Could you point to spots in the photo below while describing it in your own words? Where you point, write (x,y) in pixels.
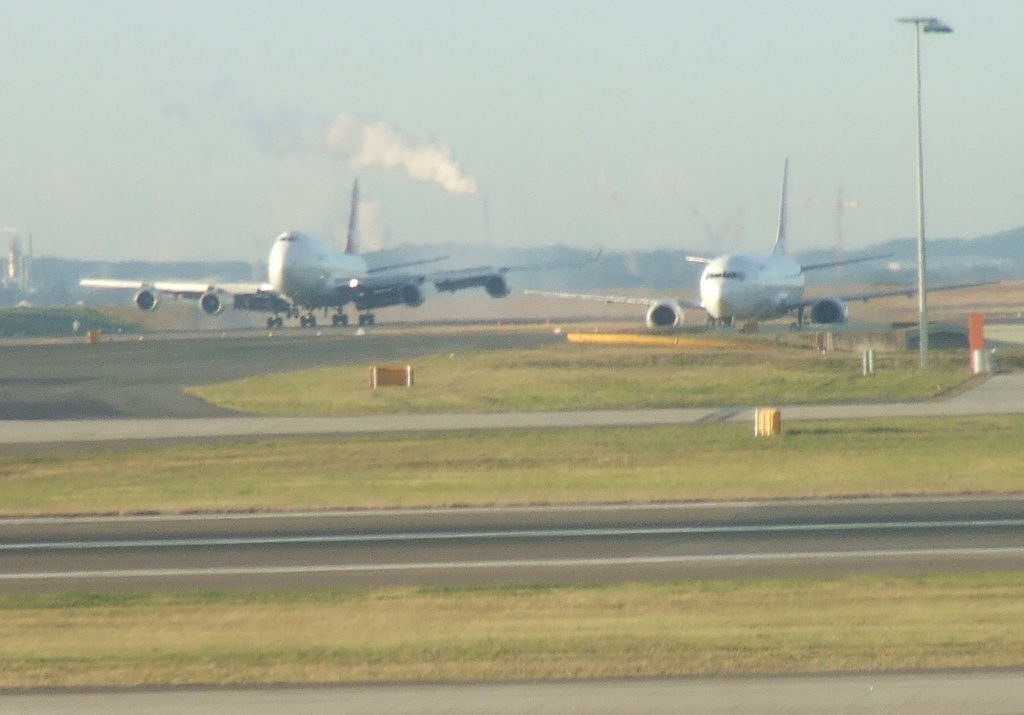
This is a road (733,525) and there are planes (777,298). Here we can see grass (631,474) and a pole (934,31). In the background (489,195) there is sky (472,177).
